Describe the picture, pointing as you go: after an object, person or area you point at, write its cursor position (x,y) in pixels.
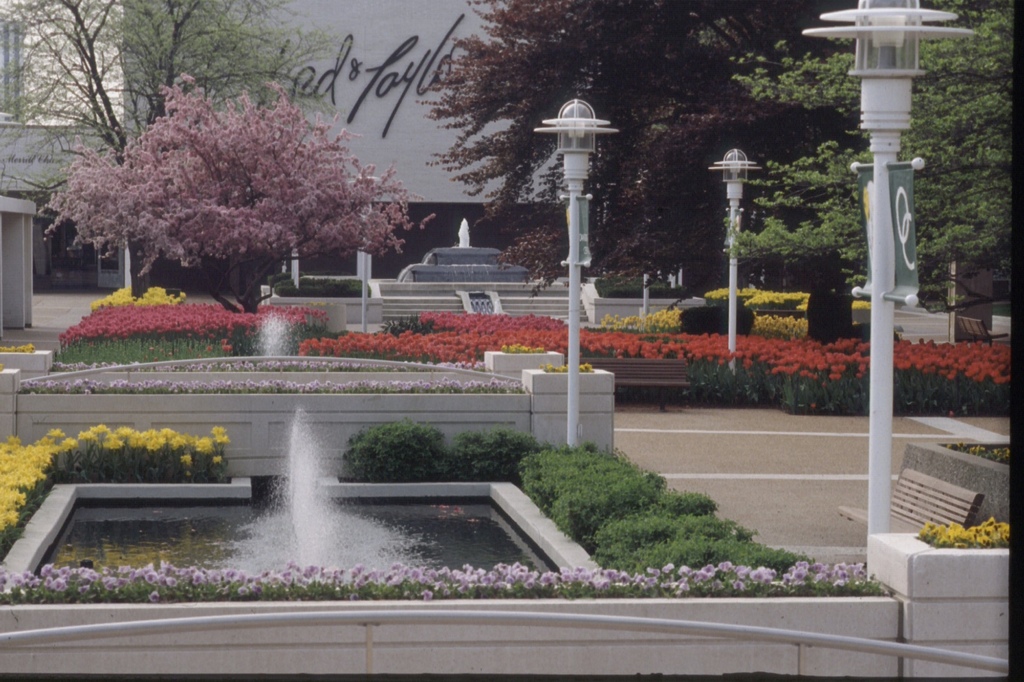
In this image I can see few fountain (464,230), trees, light poles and building (347,76). I can see few yellow, red and pink flowers (424,322) and few benches (651,382).
